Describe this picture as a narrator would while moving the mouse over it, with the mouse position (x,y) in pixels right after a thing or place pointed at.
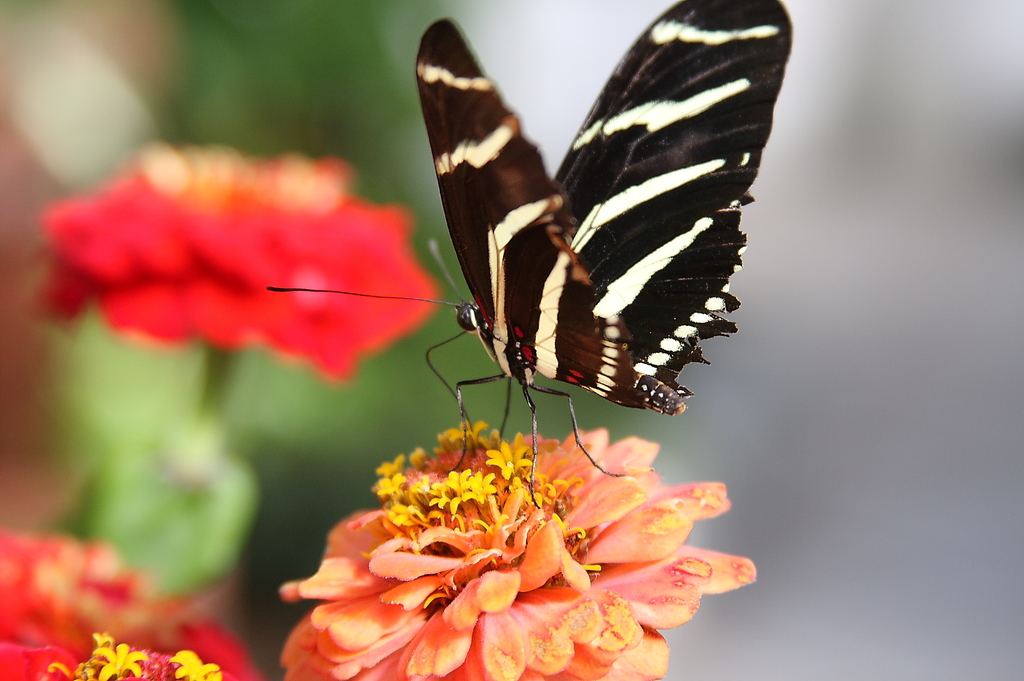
In the foreground of this image (618,260), there is a black butterfly (638,285) on the flower (481,569) and we can also see two more flowers (104,625) on the left (258,264) and the blurred background (857,162).
